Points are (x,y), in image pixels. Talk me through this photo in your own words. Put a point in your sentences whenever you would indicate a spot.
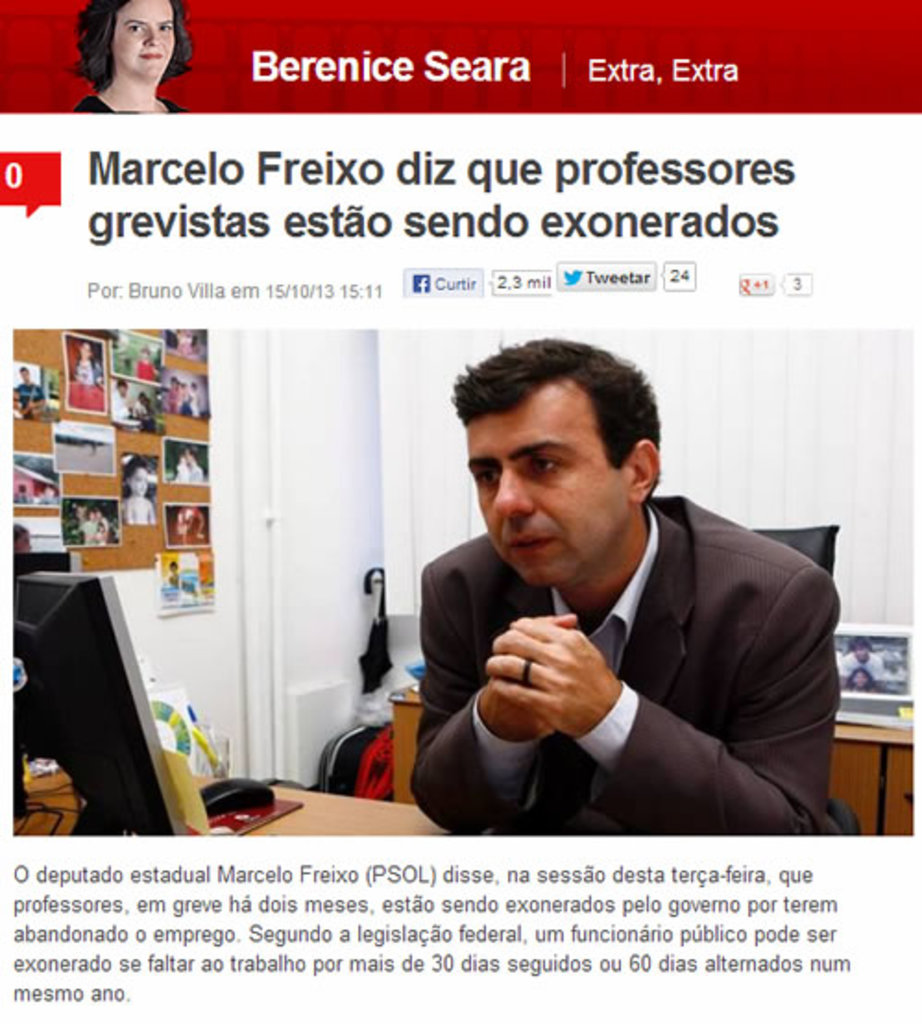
This is a news article. In the center of the image (558,670) we can see a man (633,560) is sitting on a chair (830,549), in-front of him there is a table (360,809). On the table (304,811) we can see a mouse (232,795), screen (150,765) papers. In the background of the image (244,773) we can see the photos (198,517), board (195,436), wall (323,545), photo frame (841,627) and some other objects (874,711). At the top (539,216) and bottom of the image (489,918) we can see the text (674,911). At the top of the image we can see a lady (110,113) and logo (514,72).
